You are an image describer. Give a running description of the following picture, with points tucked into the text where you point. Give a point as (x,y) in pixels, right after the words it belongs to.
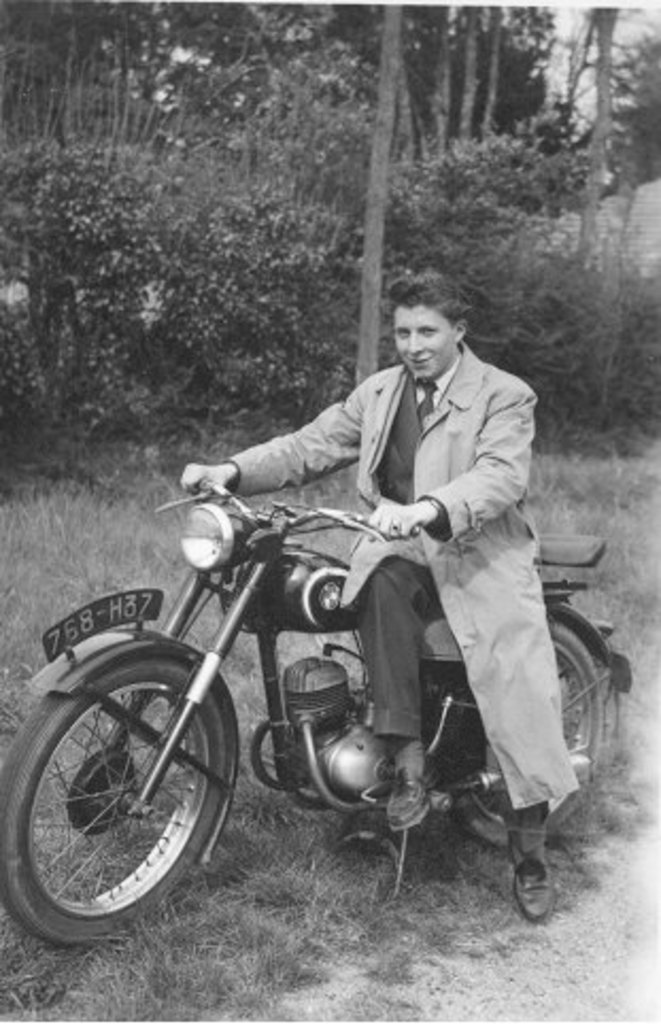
In this image there is a man (422,569) sitting in a motor bike (350,773), there is a grass (277,815), tree (182,21) and pole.
